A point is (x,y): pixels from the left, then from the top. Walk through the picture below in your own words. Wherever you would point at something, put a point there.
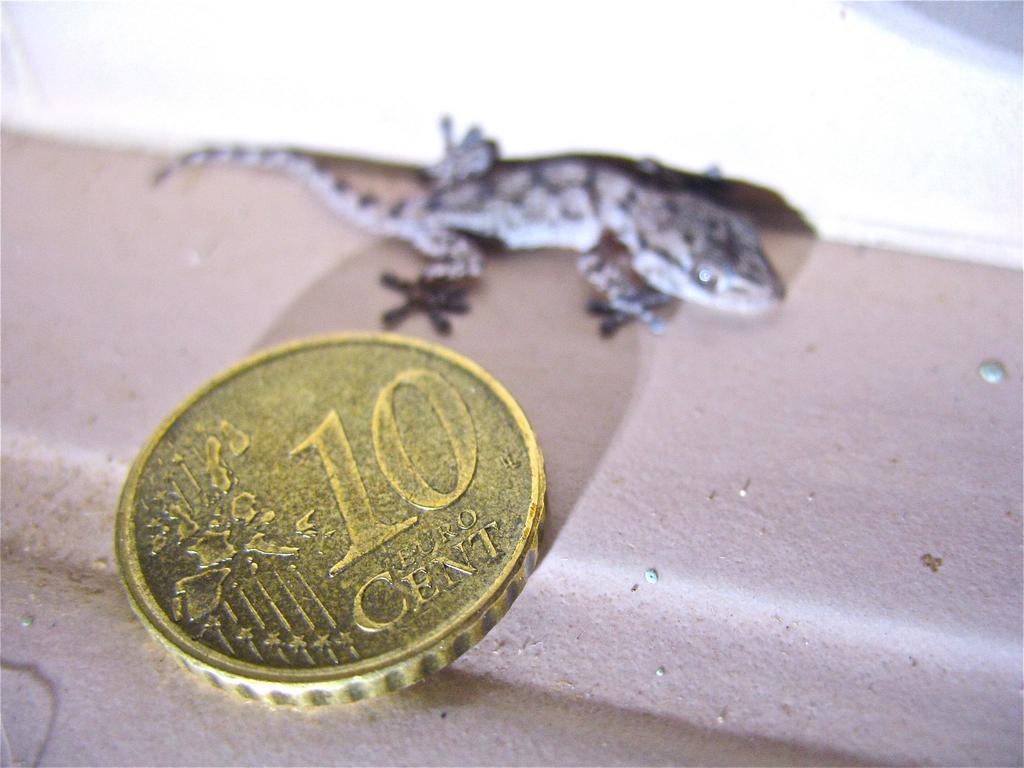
In this image we can see a lizard (613,291) and a coin (538,481) on the surface (752,568).
